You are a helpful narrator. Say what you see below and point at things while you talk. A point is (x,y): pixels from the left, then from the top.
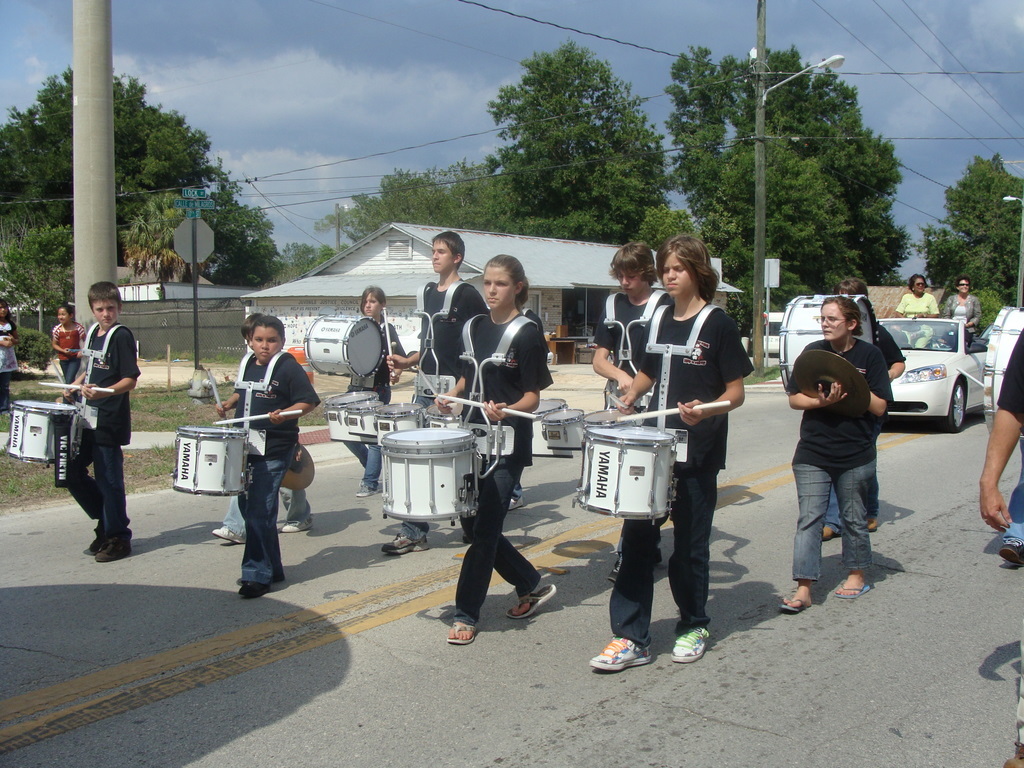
In this picture, we see people (100,417) walking on the road (579,661) are playing drums (600,496). All of them are wearing black T-shirts (83,430). The woman (811,435) in black T-shirt (815,417) who is wearing spectacles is playing musical instruments (842,377). Behind her, we see a white car (925,376) moving on the road (925,450). We see two women (925,308) are standing in the car (923,379). Beside them, we see electric poles (339,241) and wires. There are trees (224,247) and a cottage (358,269) in the background (833,235).
